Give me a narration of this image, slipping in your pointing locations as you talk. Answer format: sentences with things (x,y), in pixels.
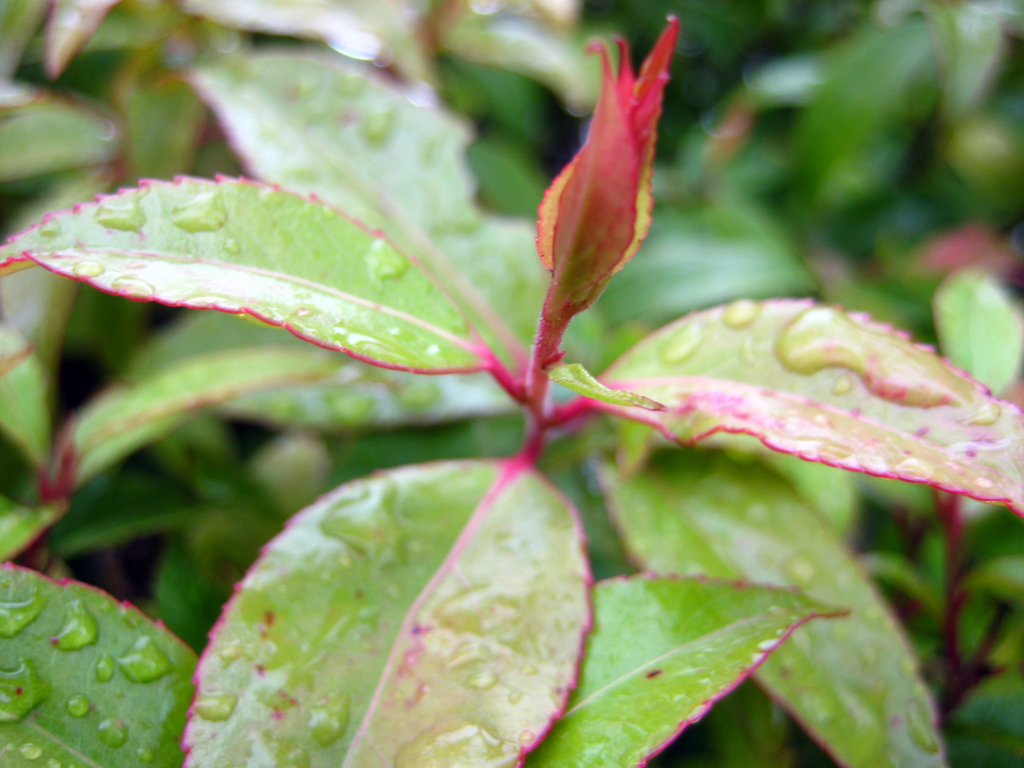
In this image, we can see water droplets (12,701) on leaves (306,610). In the background (980,91), image is blurred.
